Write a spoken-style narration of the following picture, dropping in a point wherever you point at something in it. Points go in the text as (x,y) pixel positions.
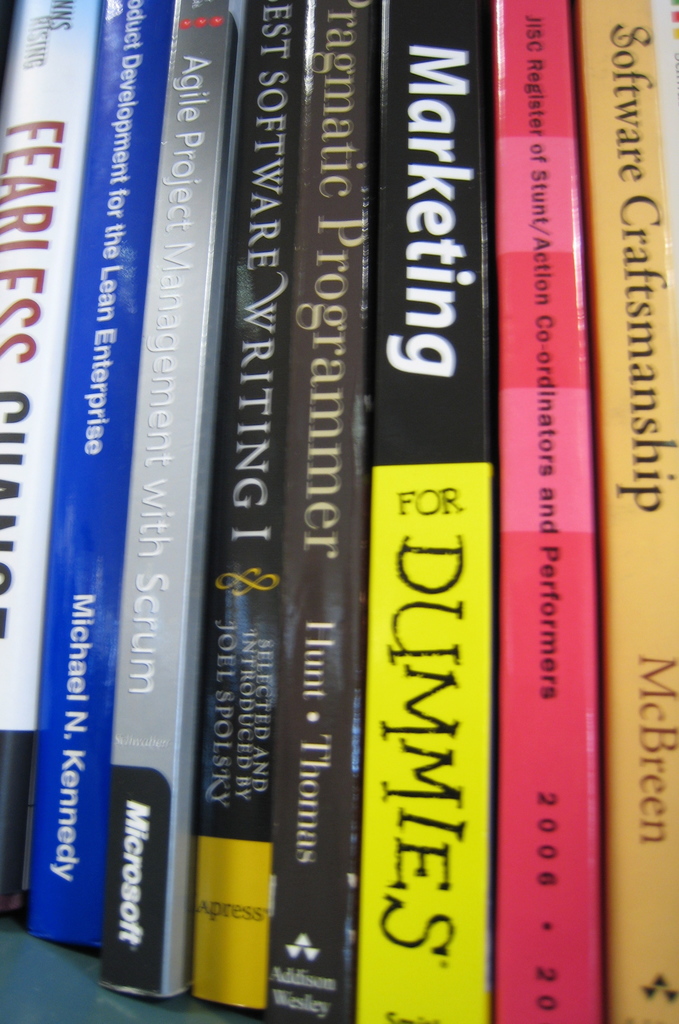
In this picture we can see few books (347,359).
